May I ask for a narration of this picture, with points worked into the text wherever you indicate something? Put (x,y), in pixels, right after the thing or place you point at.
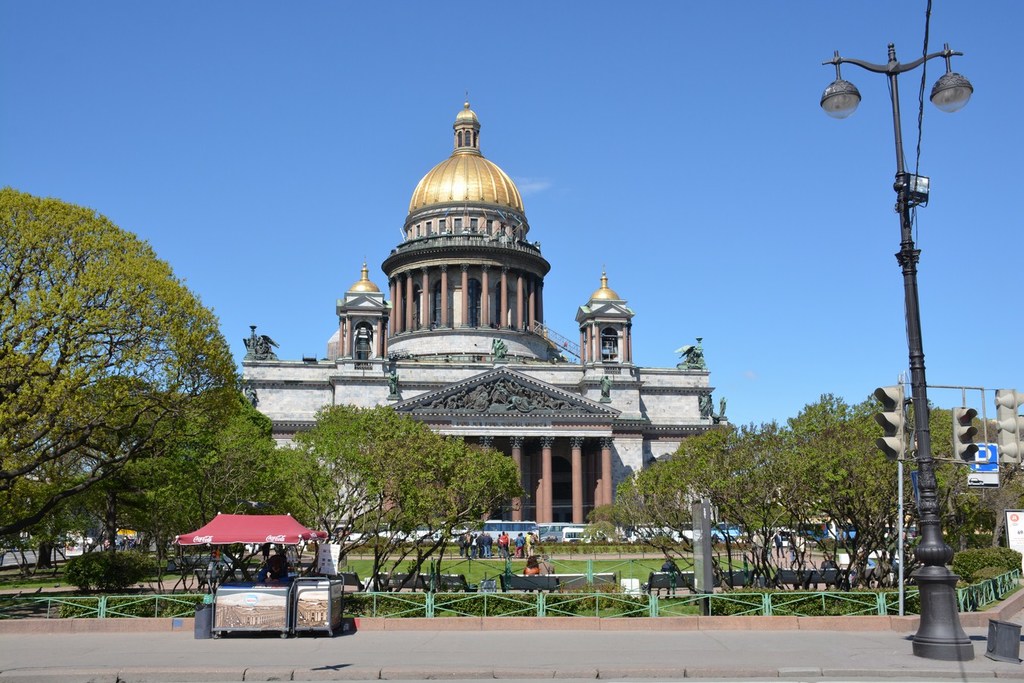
At the bottom of the picture (418,641), we see the road (421,651). Beside that, we see a table (256,597) which is placed under the red tent (222,534). Beside that, we see a garbage bin (207,613) and a board (318,549) in white color with some text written on it. Behind that, we see the railing (554,607) and the shrubs (629,609). On the right side (953,603), we see the streetlights (889,66) and the traffic signals (899,416). Beside that, we see the board (997,477) in the white and blue color. Behind that, we see the trees (716,499) and the people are sitting on the benches (514,581). On the left side (62,351), we see the trees (117,429). In the middle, we see the people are standing. Behind them, we see the vehicles (524,531). In the background (403,342), we see a building (470,295) which is named as Saint Isaac's Cathedral (485,348). In the background (240,127), we see the sky (398,160), which is blue in color.
